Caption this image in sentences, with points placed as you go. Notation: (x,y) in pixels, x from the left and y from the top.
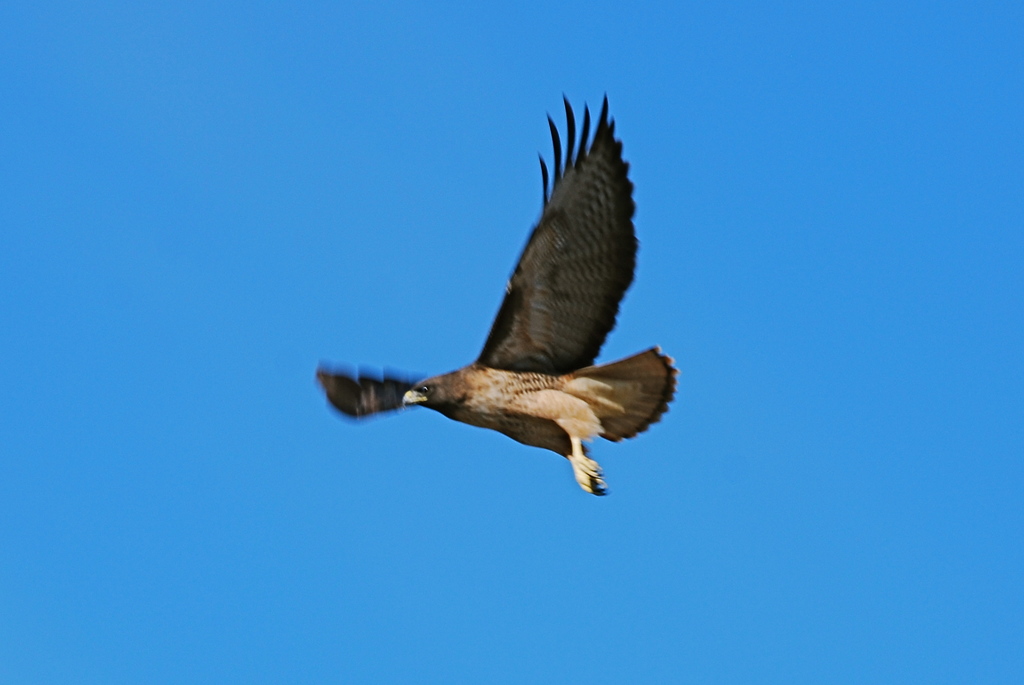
There is a bird (532,350) in the blue color sky (321,622).
